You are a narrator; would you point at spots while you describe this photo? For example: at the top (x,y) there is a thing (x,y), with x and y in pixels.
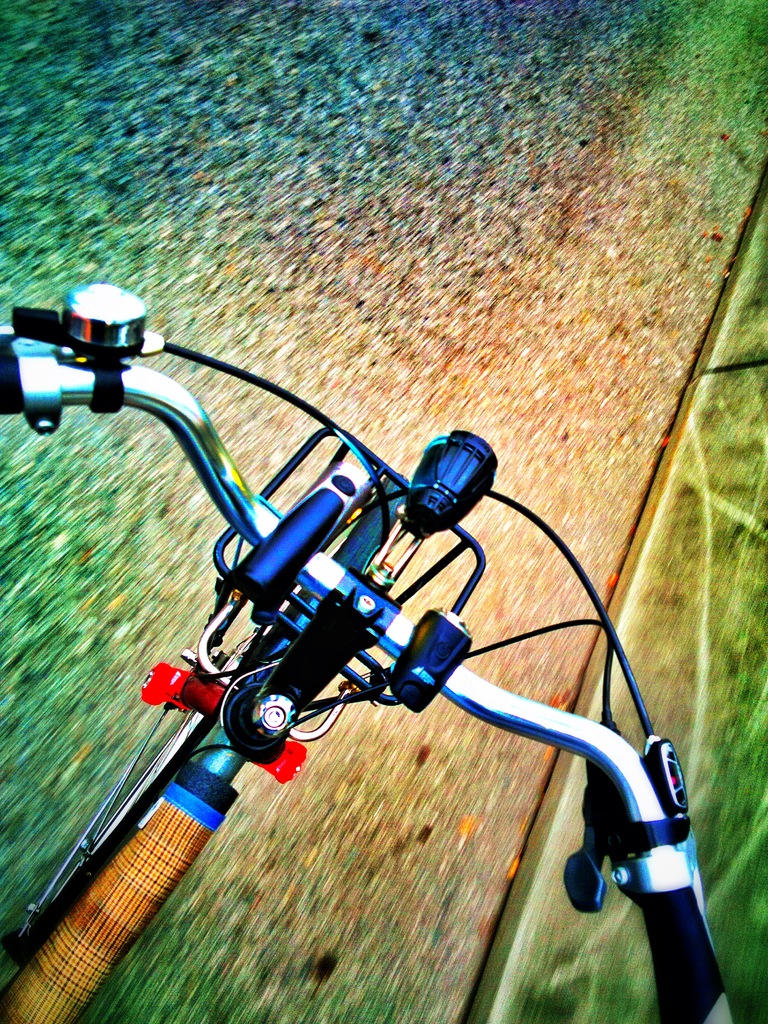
There is a bicycle (200,840), which is having a bell (114,299) and brakes (658,853) on the road (619,197). On the right side (702,644), there is grass (735,756) on the ground (623,1009).
